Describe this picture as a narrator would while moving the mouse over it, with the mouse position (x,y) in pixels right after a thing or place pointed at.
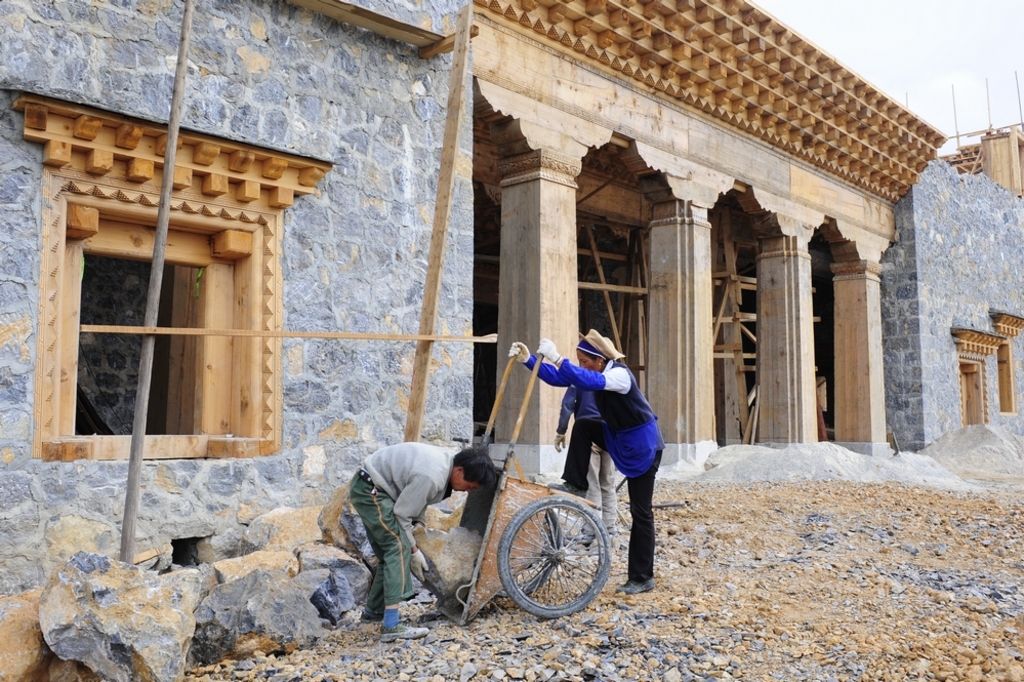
In this image we can see a cart (508,482) and three people (618,411). In the background (436,283), we can see buildings (506,272) and poles (432,276). At the bottom of the image (747,623), we can see the stones (645,659), cement (846,471) and rocks (244,637). We can see the sky (902,43) in the right top of the image (964,41).
